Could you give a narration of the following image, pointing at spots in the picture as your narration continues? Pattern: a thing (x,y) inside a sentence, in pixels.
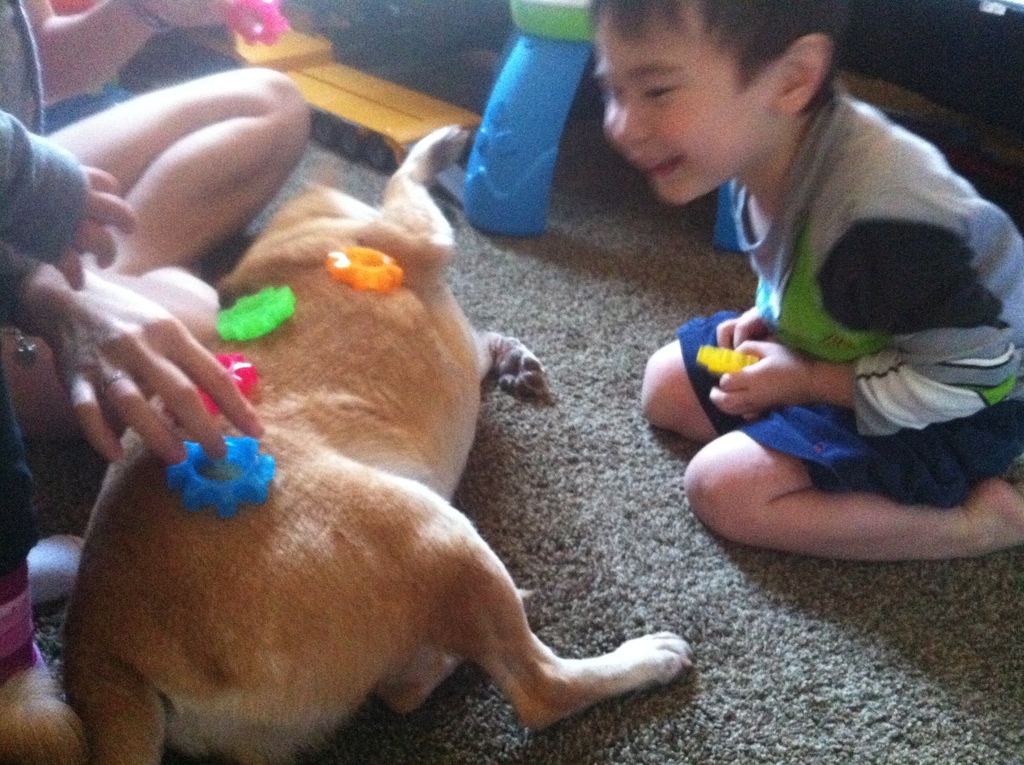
In this Image I see a boy (668,392) who is sitting on the floor (868,596) and there is a dog (426,155) over here on which there are few things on it. I can also see another person (62,549) over here and there are few toys (583,0) over here.
